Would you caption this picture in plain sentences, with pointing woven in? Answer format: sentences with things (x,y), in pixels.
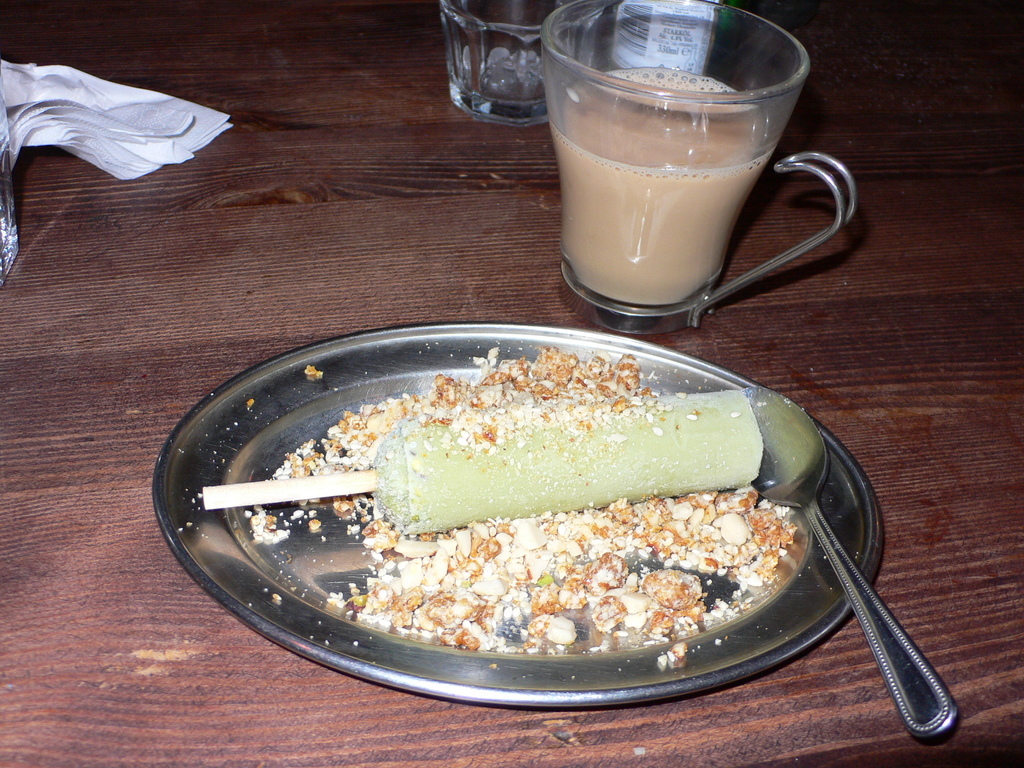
In this image we can see a plate (251,564) with food items (579,549) and spoon (830,550) kept on it, a cup (606,271) with a drink (705,142) in it, glass (508,120), bottle (634,59) with a label (692,54) on it and a cloth (133,145) are placed on the wooden table (463,234).
